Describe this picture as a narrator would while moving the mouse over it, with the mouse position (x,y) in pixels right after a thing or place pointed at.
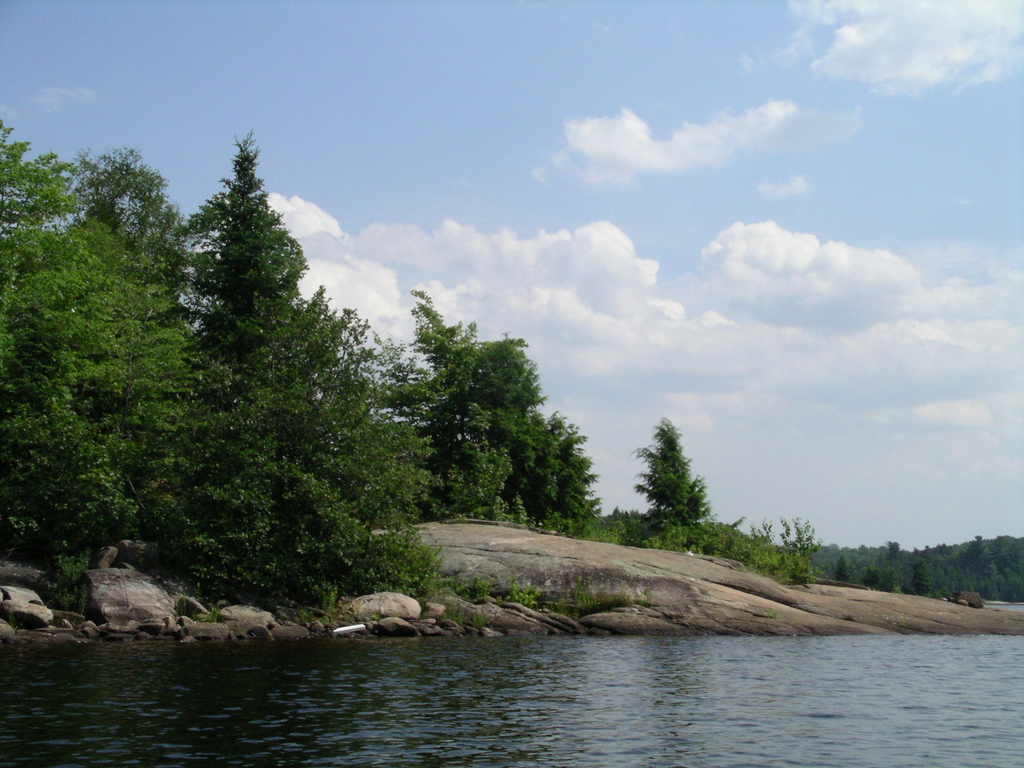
In this picture we can see the trees (424,486), rocks (706,564). At the bottom of the image (549,650) we can see the water (549,650). At the top of the image (533,150) we can see the clouds (629,127) in the sky (375,272).
